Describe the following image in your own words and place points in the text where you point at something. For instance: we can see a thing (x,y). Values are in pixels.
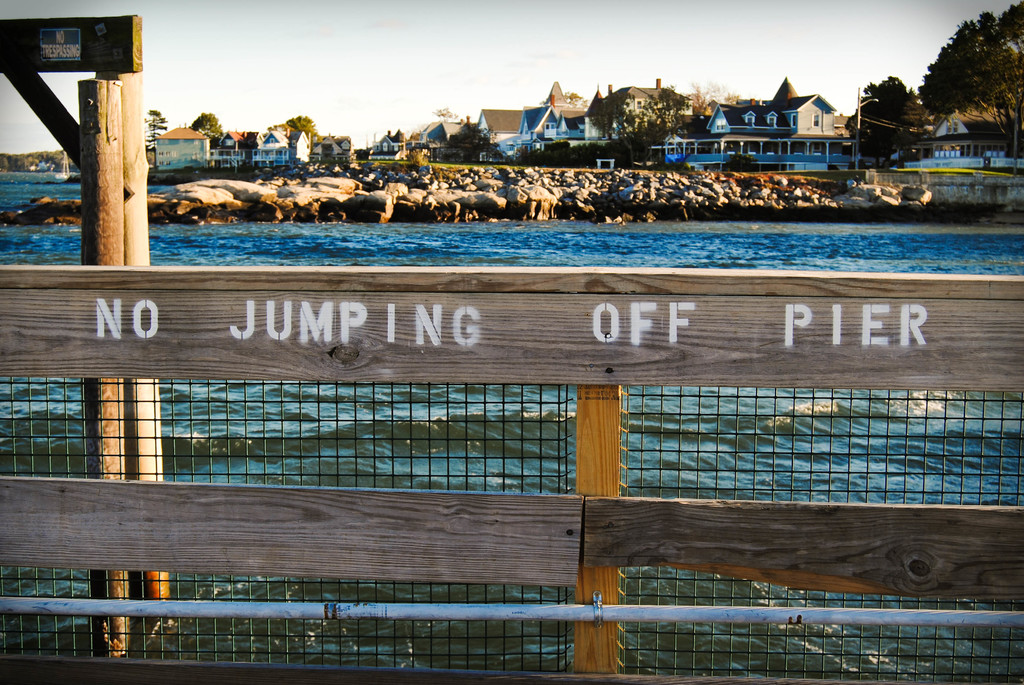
In this image, we can see a wooden fencing (608,587) in front of the beach (601,247). There are buildings (499,141) and sky (541,59) at the top of the image (654,7). There are trees (934,96) in the top right of the image (948,85).
